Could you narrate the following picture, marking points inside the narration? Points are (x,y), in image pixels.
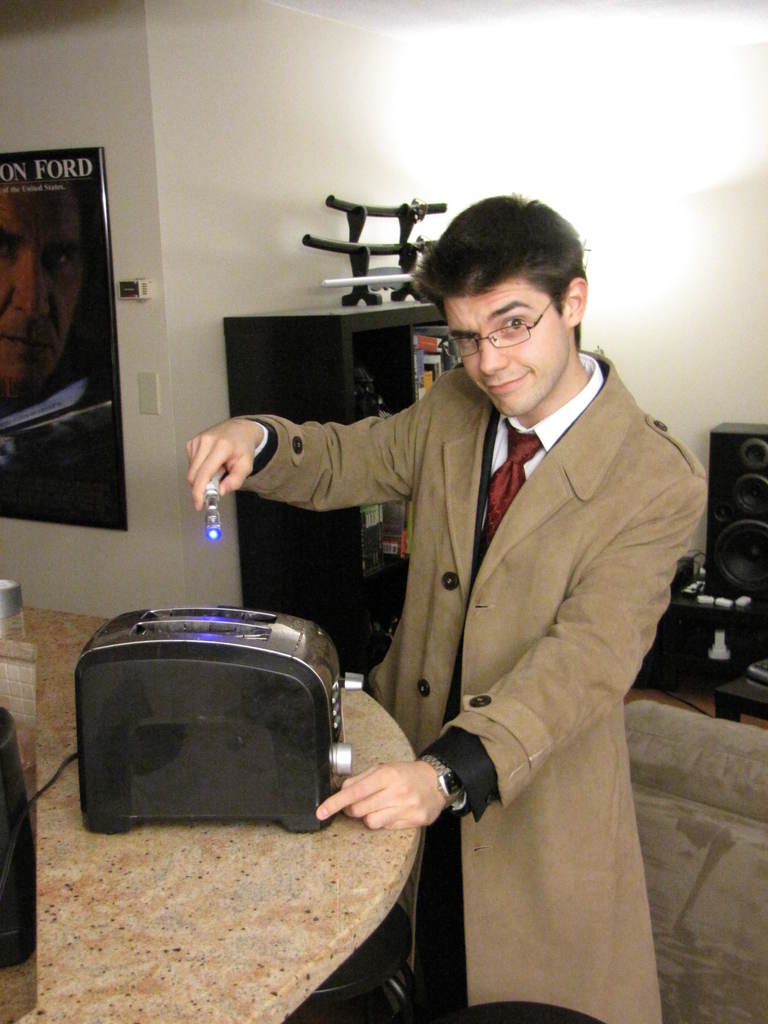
On the right side (630,456), there is a person (575,265) in a coat (421,461), holding a torch light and standing in front of a table (95,952) on which, there is an object (155,792). In the background (314,237), there is a photo frame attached to the wall (65,108), there is a speaker (718,558) and there are some objects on the cupboard (305,325).
